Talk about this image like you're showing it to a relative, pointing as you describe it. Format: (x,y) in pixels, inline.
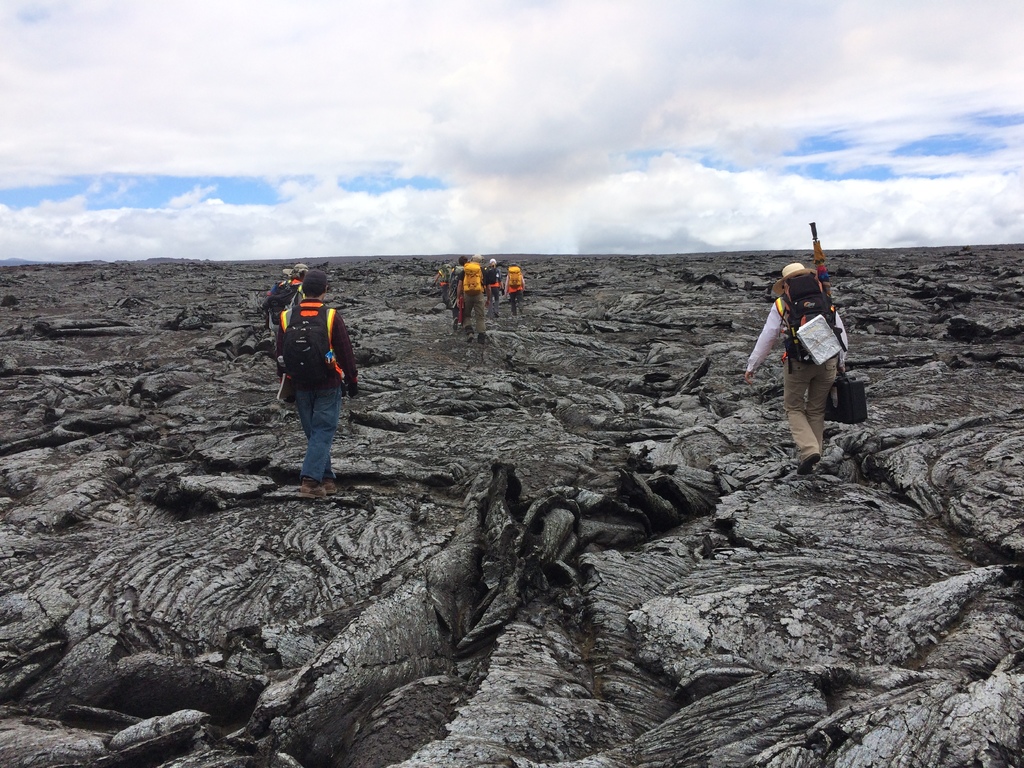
This picture shows few people (336,330) wore backpacks (316,354) on their backs (522,288) and walking and we see few of them wore caps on their heads (466,258) and we see a man (834,370) holding a suitcase (842,406) in his hand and we see a blue cloudy sky (638,121).
